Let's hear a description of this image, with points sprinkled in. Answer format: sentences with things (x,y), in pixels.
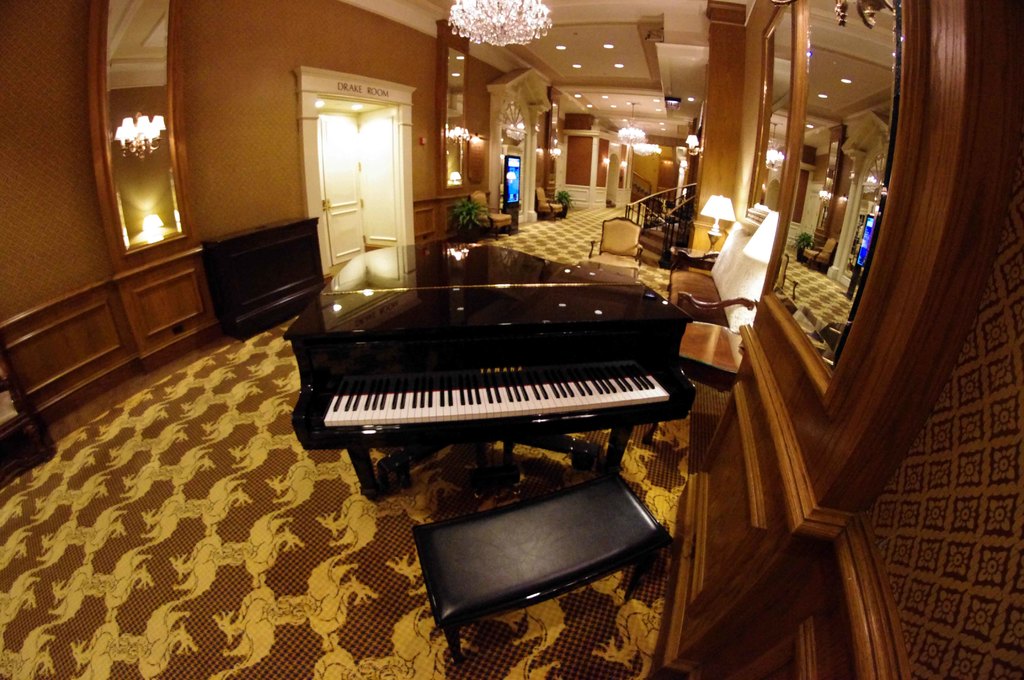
In this image I see a piano (487,477), a bench (647,516), a chair (505,225), steps (664,192), lights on the ceiling (574,5), a lamp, mirror (760,154) and the door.
